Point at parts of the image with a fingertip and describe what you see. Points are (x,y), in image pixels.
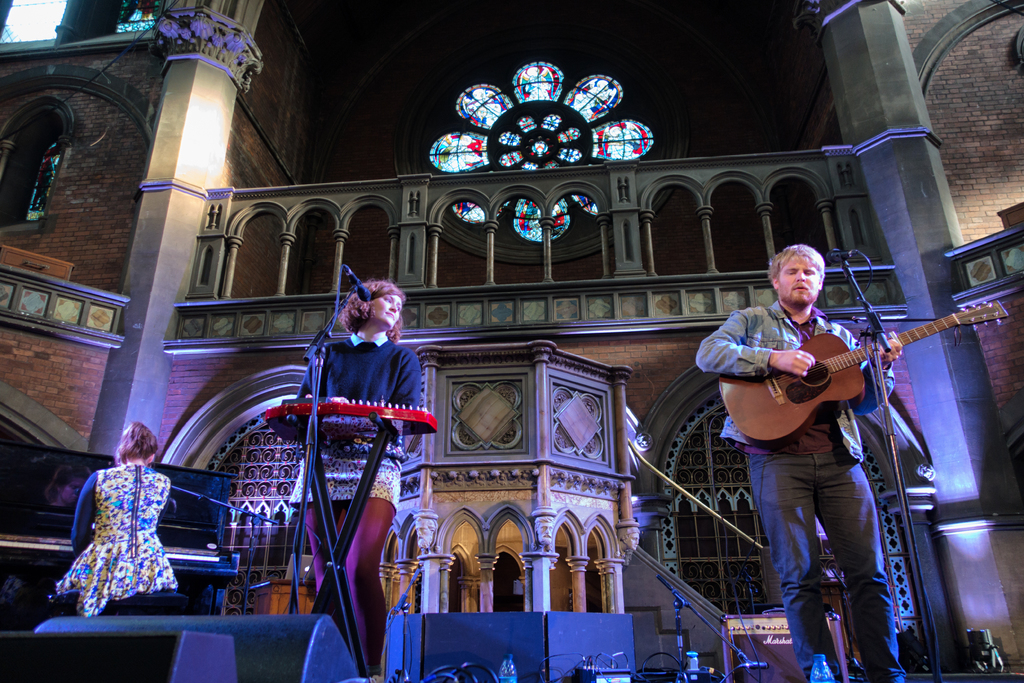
In this image there are three persons (359,434) playing a musical instruments (48,488). At the back side (448,250) there is a building (336,281).
